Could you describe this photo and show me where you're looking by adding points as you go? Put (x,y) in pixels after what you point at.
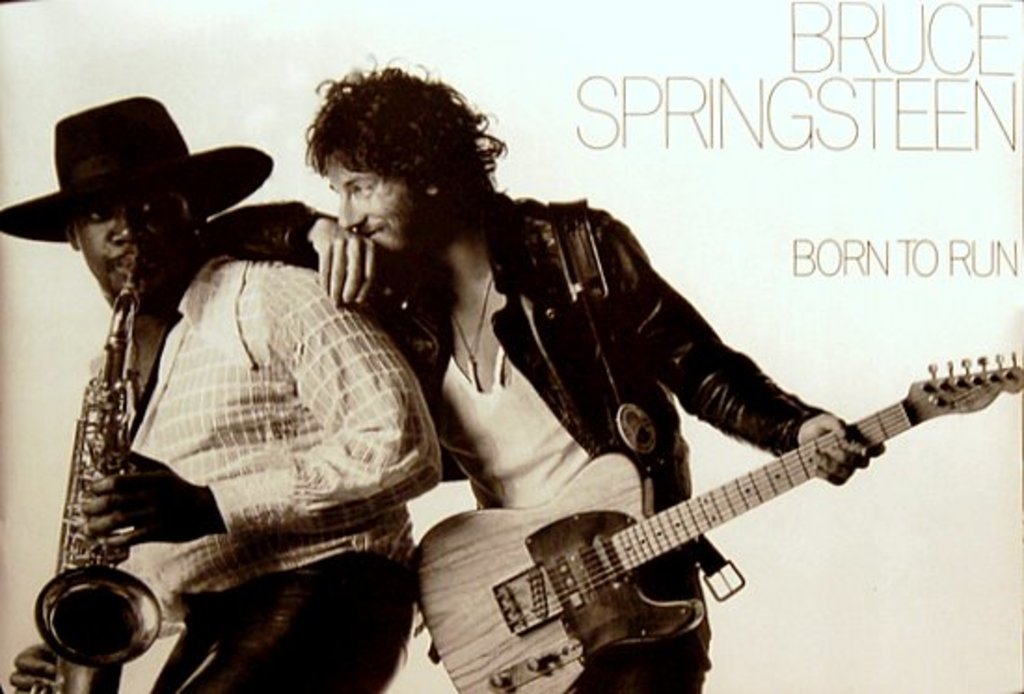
This looks like a poster which is in black and white format. There are two people (437,453) standing. One man (370,437) is holding a musical instrument (97,548) and the other man (484,463) is holding the guitar (592,618). I can see some letters (785,114) written on the poster. Background (879,550) is white in color.
